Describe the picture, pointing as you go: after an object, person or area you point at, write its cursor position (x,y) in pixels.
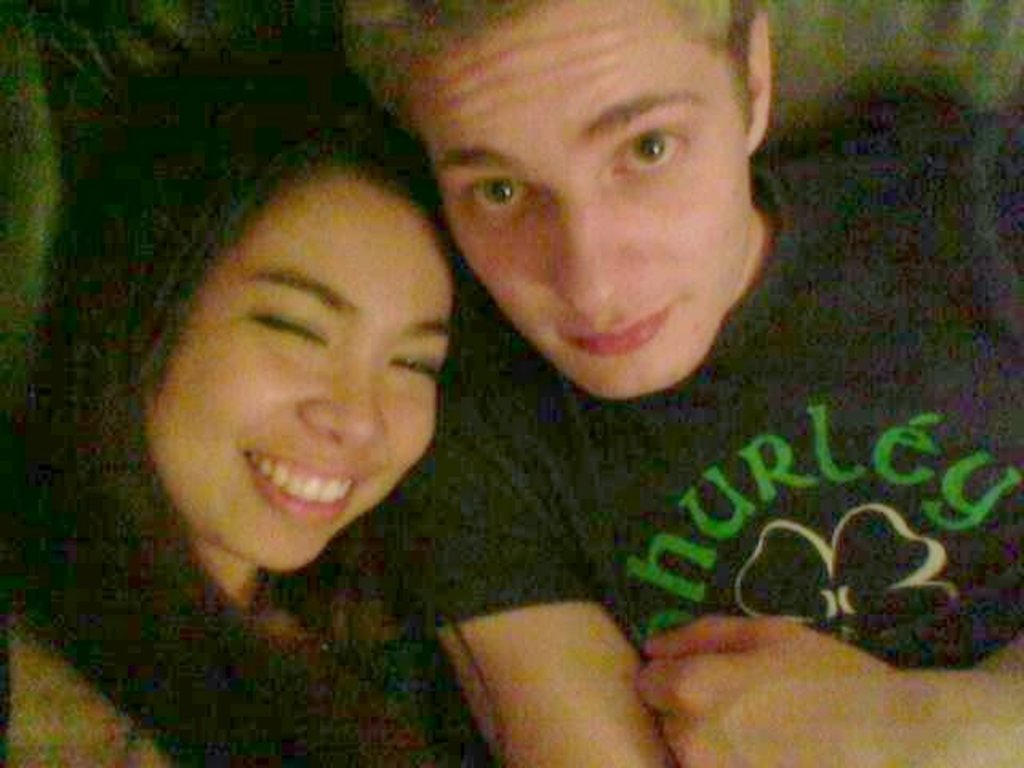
In this image I can see a woman (261,420) smiling and a man (656,355) wearing black and green colored t shirt (891,350).
